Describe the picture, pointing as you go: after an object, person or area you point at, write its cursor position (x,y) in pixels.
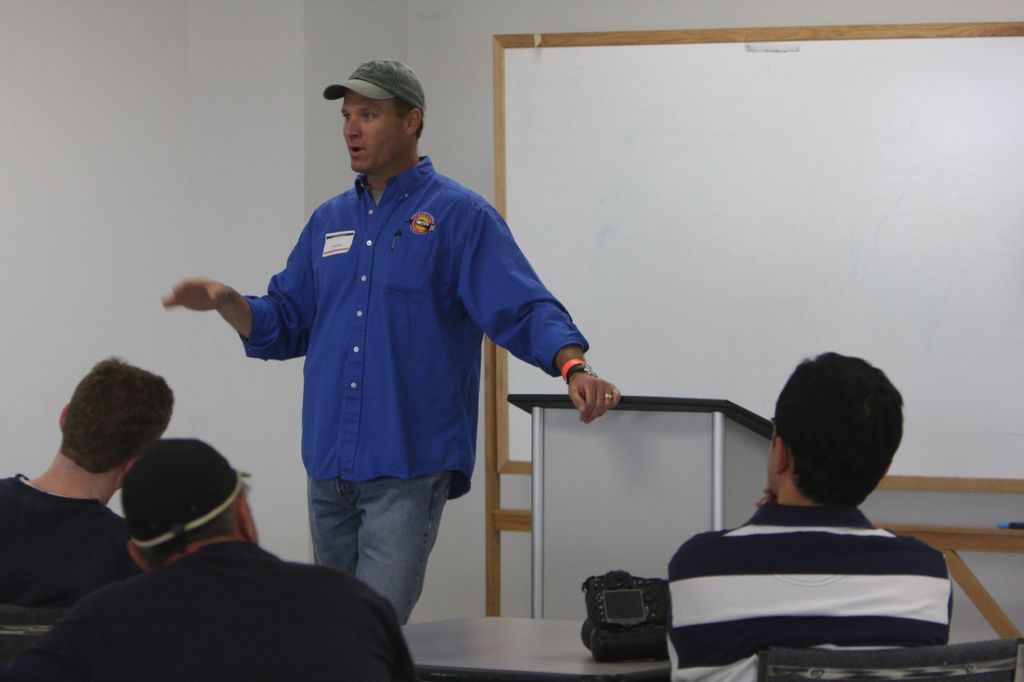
In the image we can see there are people (358,616) sitting on the bench (18,644) and there is a man (377,308) standing near the podium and he is wearing cap (423,101). Behind there is a whiteboard (668,228) and white colour wall (163,238).
